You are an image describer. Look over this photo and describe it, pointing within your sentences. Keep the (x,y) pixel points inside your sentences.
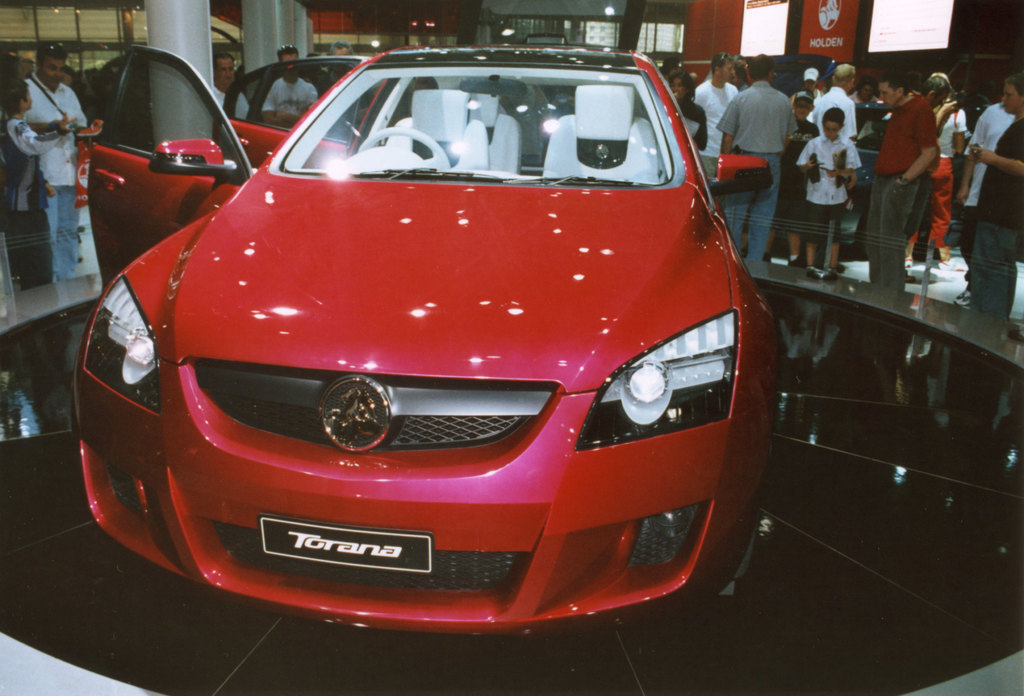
As we can see in the image there is a brand new red colour car (538,351) standing in between the hall (384,25) and the brand name is "Torana" and there are spectators (62,116) around it watching behind them there are hoardings (820,22) and lights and the two pillars (275,26) in between the hall (374,40).
